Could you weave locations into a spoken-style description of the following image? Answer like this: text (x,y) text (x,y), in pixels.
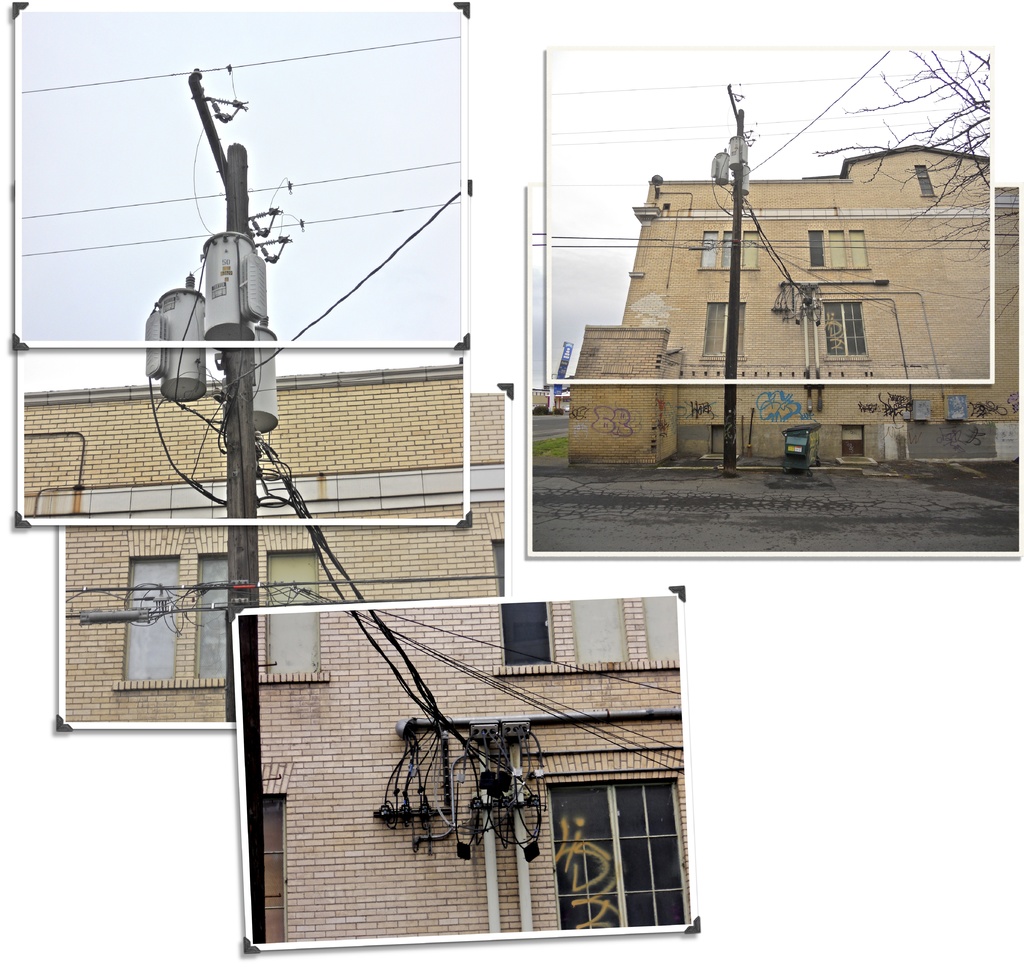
In the picture we can see different frames (544,475). In the frames (505,743) we can see buildings (443,503), windows (665,848), wires (669,87), poles (246,188), and sky (613,150).
